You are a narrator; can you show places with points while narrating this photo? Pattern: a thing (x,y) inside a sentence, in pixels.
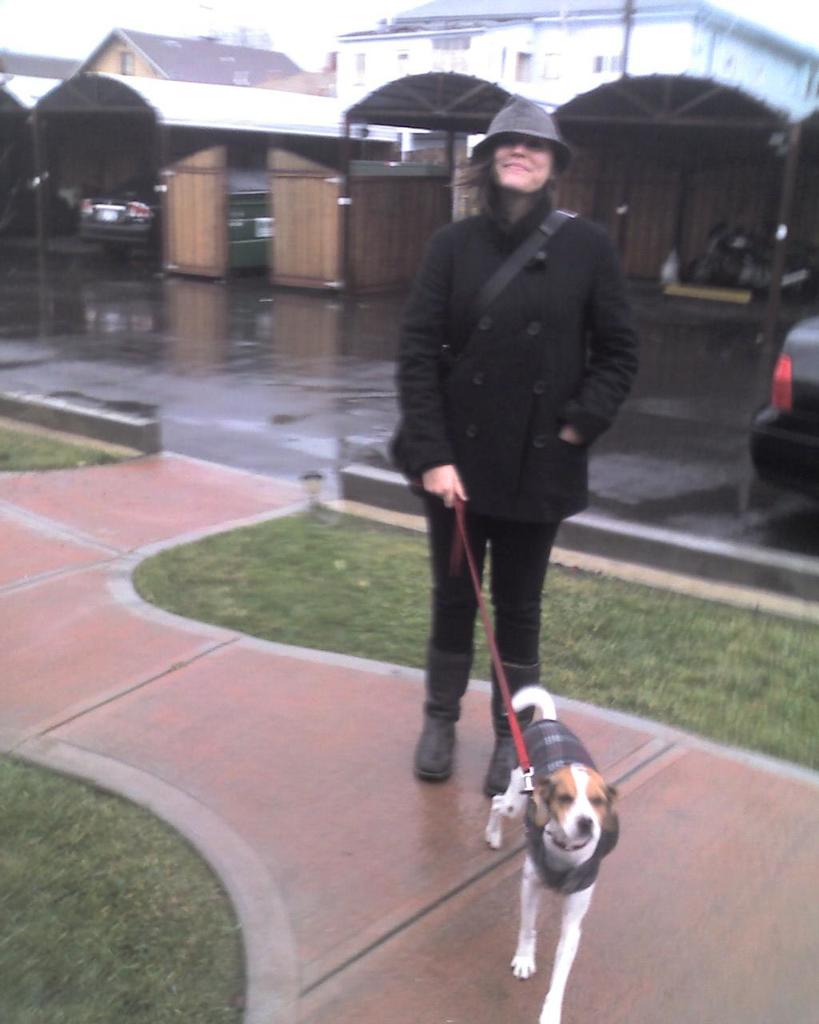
In this image there is a person (449,531) standing and holding a belt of the dog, and in the background (372,451) there are sheds (349,202), vehicles (765,421), houses (734,55), road (145,315), sky (315,25).
